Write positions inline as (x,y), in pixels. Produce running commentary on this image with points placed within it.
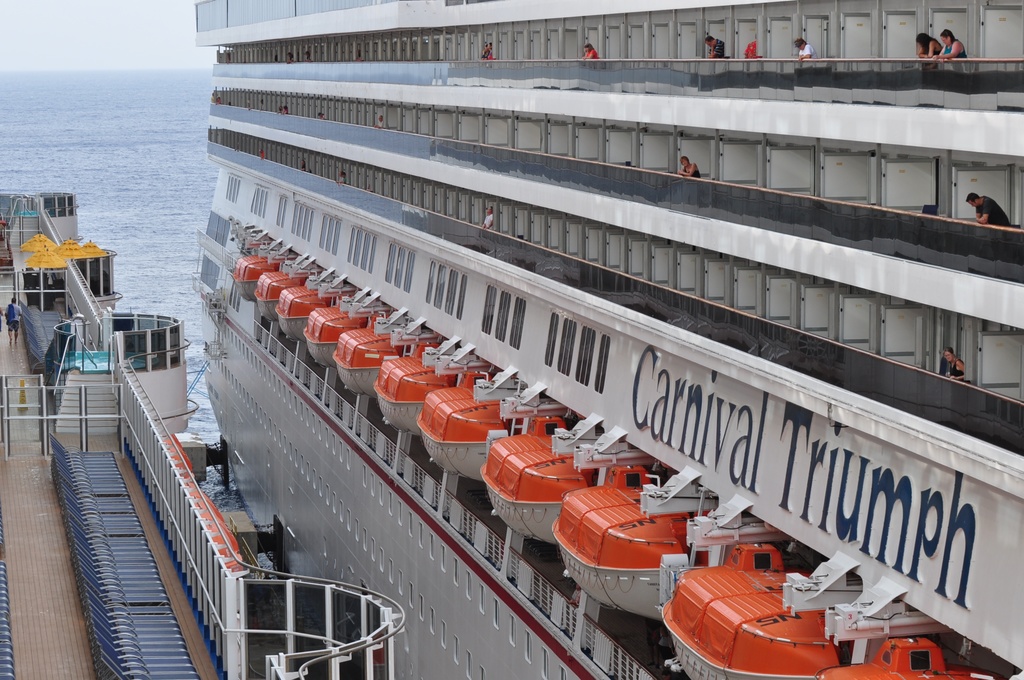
In this image we can see two ships (631,423). There are few people (958,44) are standing in a various compartments (888,163) of the ship (813,151). There is a sea (134,163) in the image.
